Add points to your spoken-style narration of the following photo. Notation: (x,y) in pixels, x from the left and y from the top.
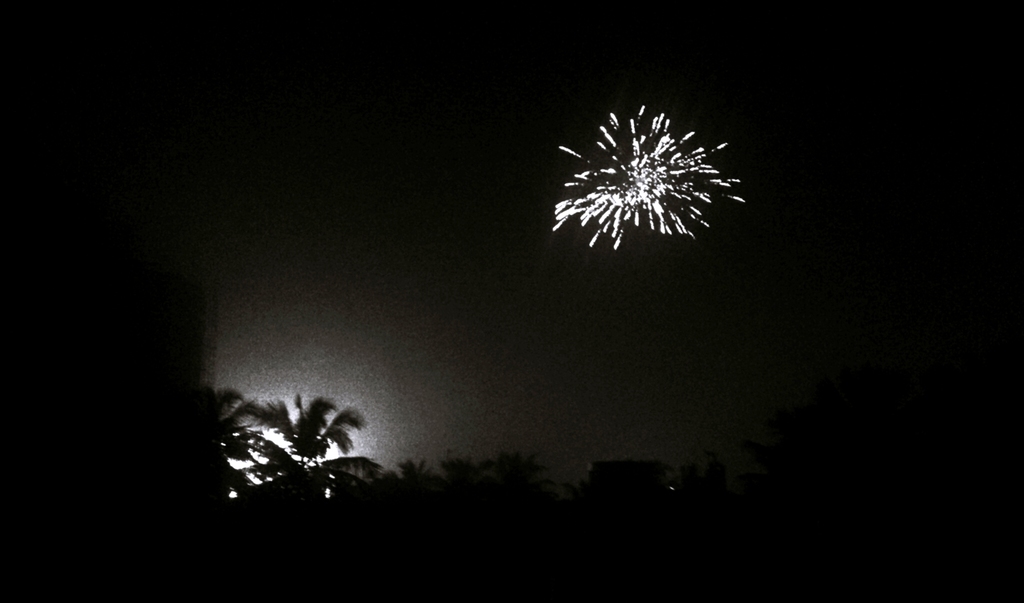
This is a black and white image. In this image we can see trees (218,487), fireworks (646,129) and sky (203,157).
